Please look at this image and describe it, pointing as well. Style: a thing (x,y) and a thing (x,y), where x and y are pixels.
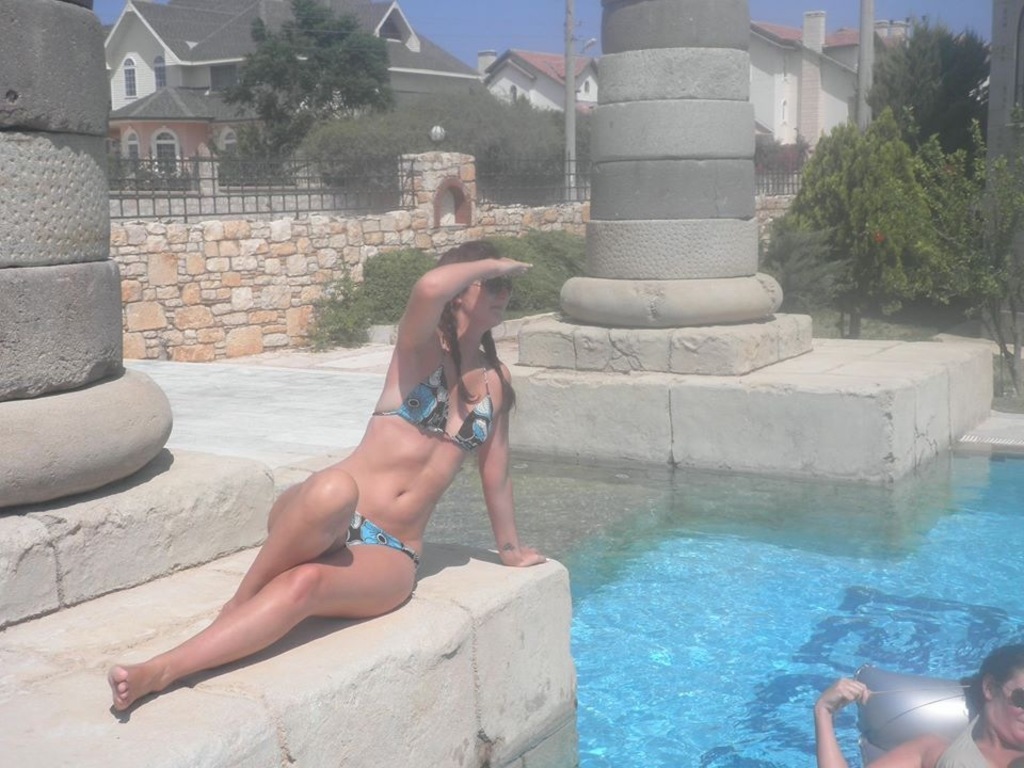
In this picture we can see two people (297,519), water (638,628), trees (527,176), wall (384,236), poles (98,203), buildings (151,42) with windows (162,152) and in the background (533,26) we can see the sky (495,20).
